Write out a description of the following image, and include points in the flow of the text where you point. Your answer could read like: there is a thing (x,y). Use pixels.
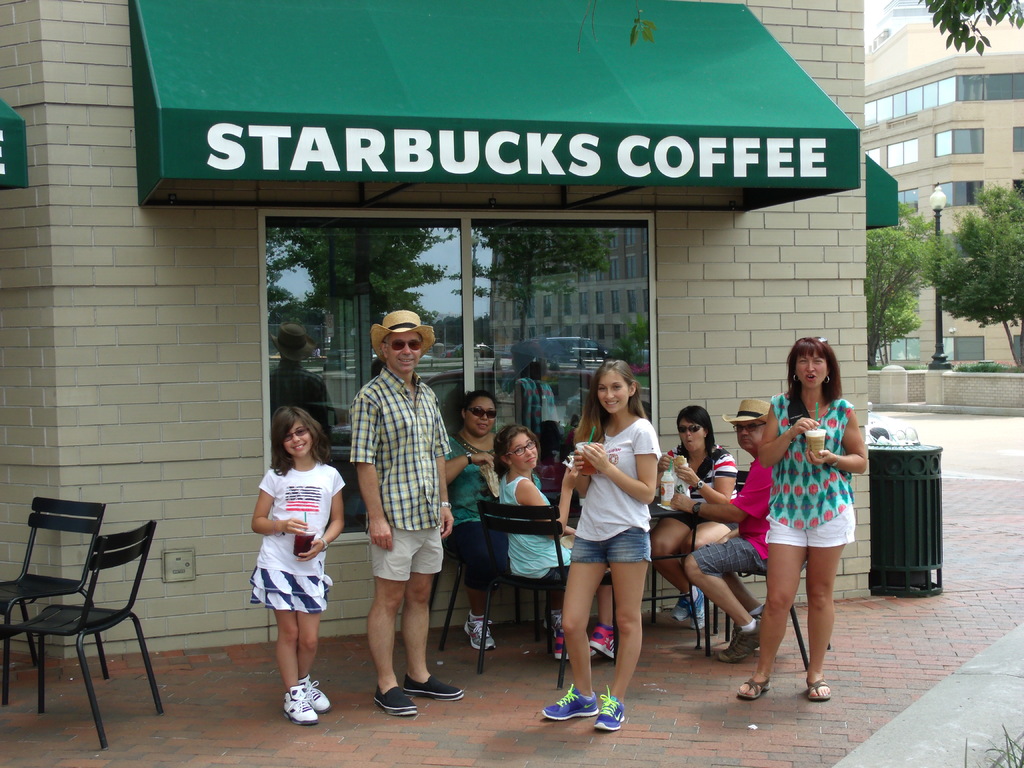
As we can see in the image there is a wall (179,283), building (955,149), trees (950,242), road (929,603) and few people (290,477) standing and sitting on chairs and there is a table (672,510) over here.
